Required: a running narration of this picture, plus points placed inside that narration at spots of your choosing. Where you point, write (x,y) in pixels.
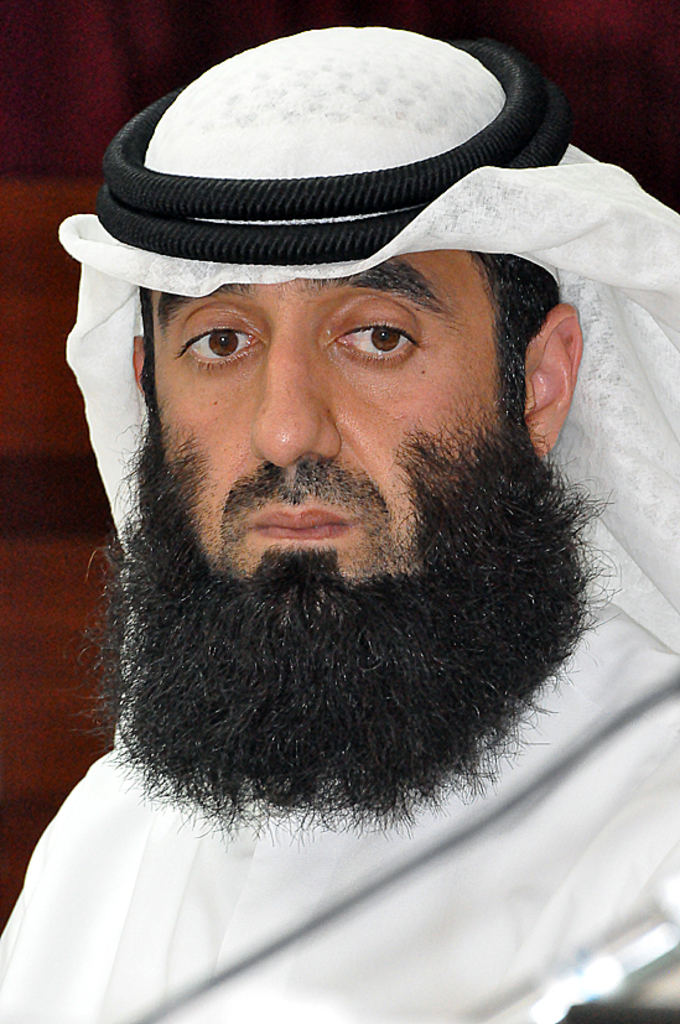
In this image I see a man (262,608) who is wearing white dress (34,1009) and I see that he is wearing a shemagh (293,78) on his head (262,608) and it is red in the background (37,227).
